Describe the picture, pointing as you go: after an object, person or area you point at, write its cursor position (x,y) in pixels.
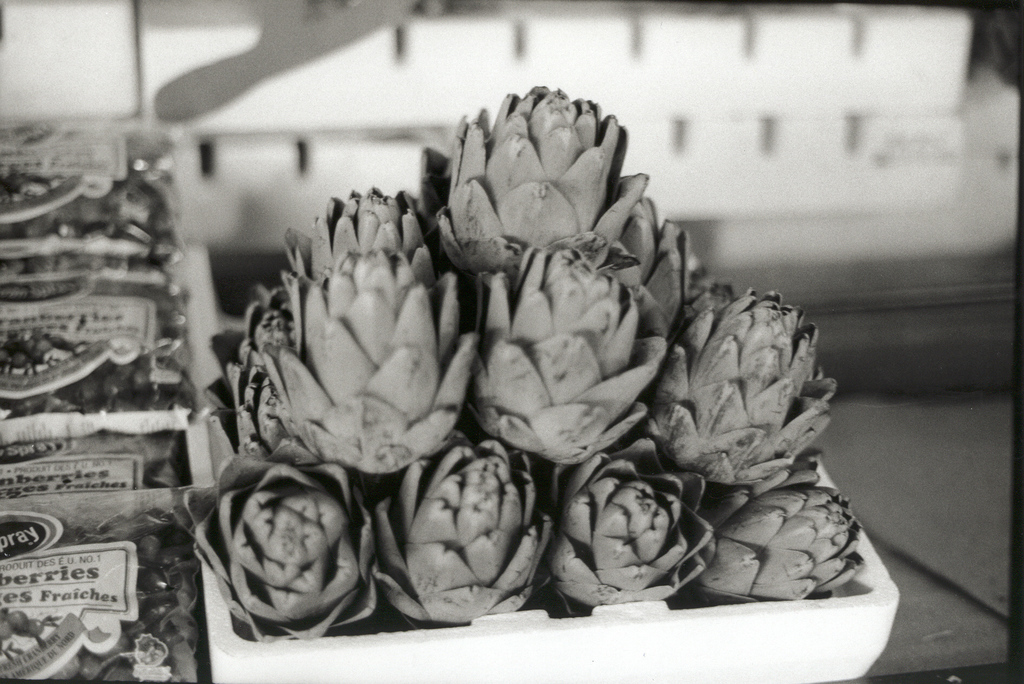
In this image I can see few artichokes (698,516) in the tray (737,627) and I can also see few packets (78,435) and I can see the blurred background (187,26) and the image is in black and white.
